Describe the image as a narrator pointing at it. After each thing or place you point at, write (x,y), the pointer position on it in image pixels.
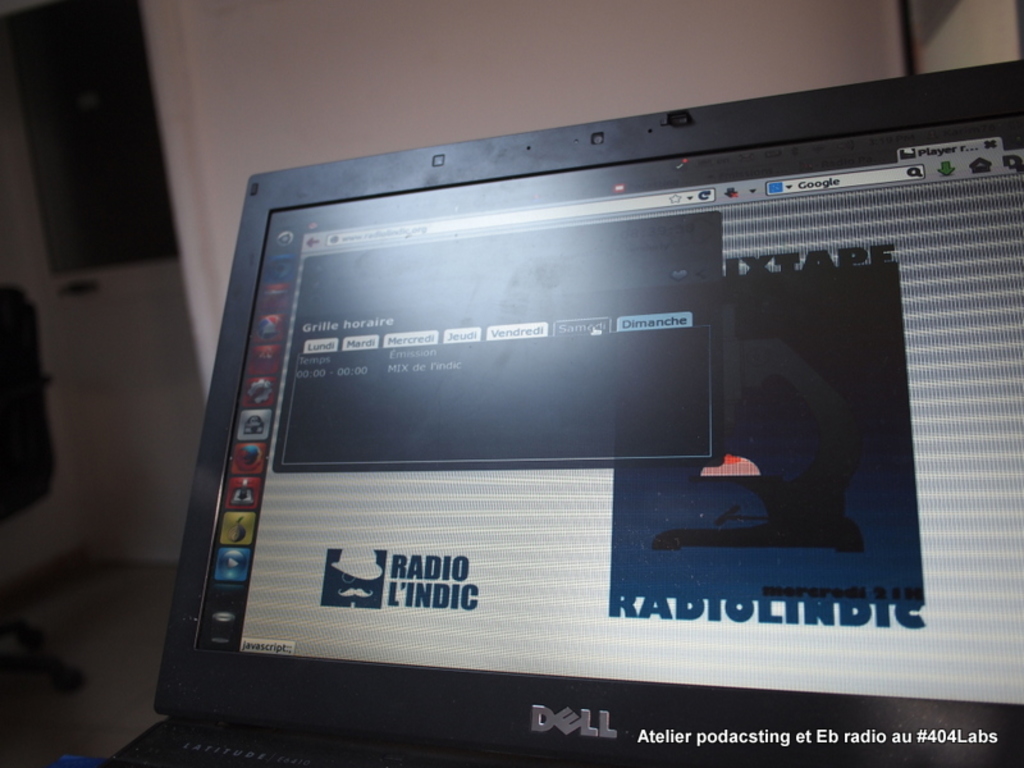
In this image I can see black color laptop (454,490) which has a logo (568,723) on it. On the screen (312,461) I can see some icons (269,428) and text (330,327). Here I can see a watermark (819,736).
